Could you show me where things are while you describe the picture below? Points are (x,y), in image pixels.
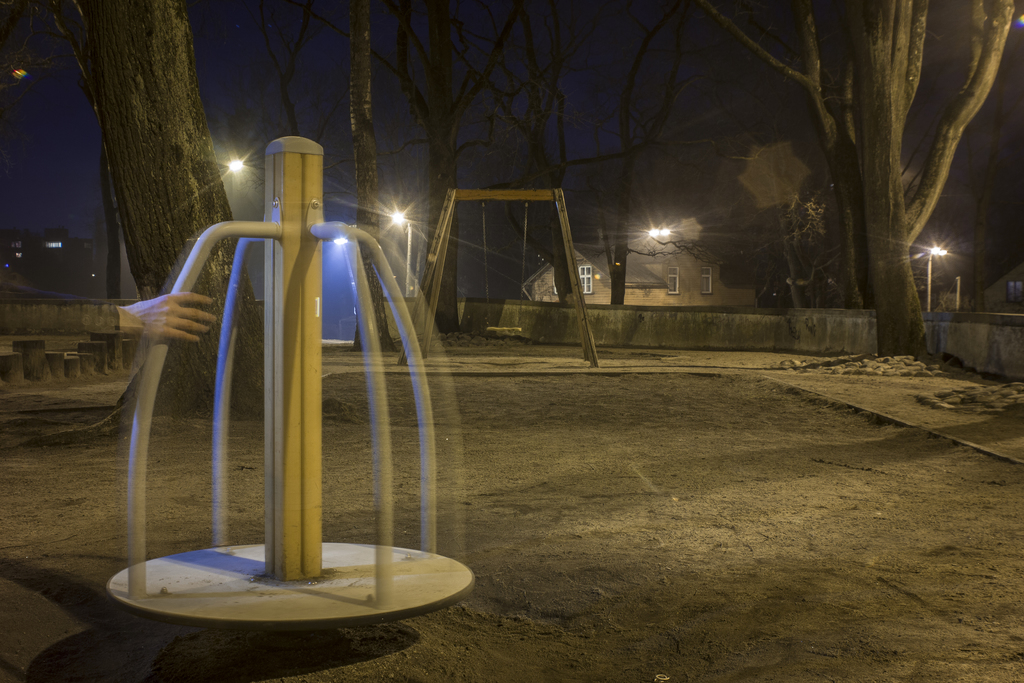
In this image we can see a person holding fun ride (271,506), electric lights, street poles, buildings (681,274), trees (795,268) and sky (87,118).
